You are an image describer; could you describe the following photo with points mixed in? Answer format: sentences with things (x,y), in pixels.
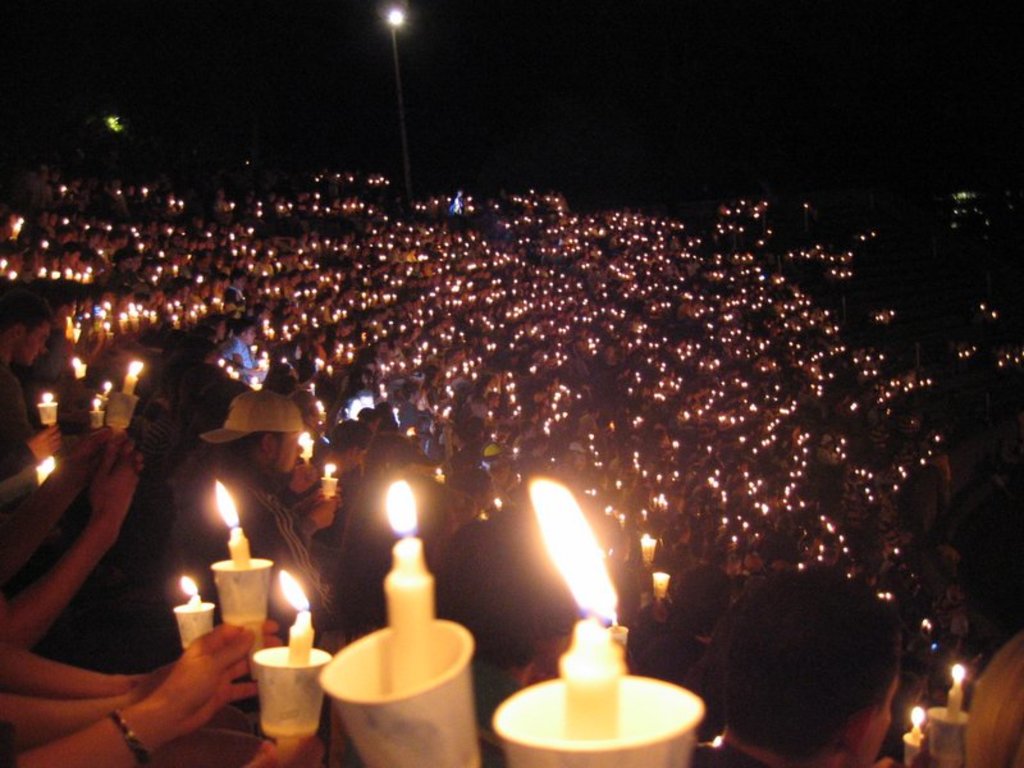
In this image we can see a huge crowd of people (269,300), some of them are holding cups (349,718), and candles (616,623), also we can see the light pole (397,57), the background (723,44) is dark.
